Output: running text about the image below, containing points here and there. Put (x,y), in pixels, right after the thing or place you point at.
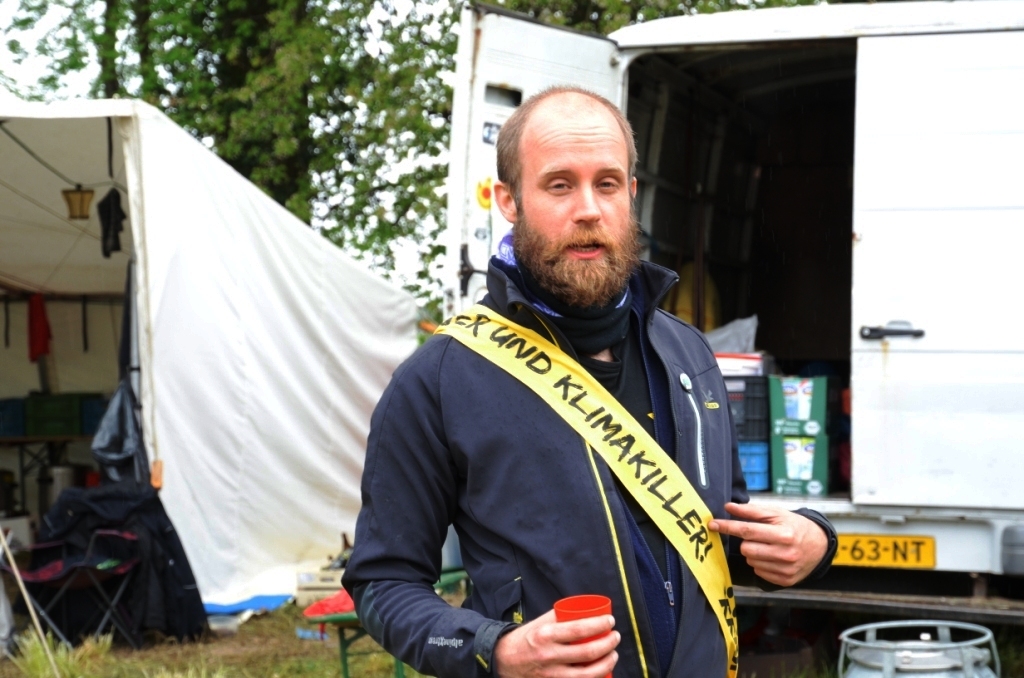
In this image, in the middle (506,429), we can see a man (703,618) wearing a blue color jacket (602,521) and holding a glass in his hand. On the right side (916,158), we can see a truck (939,274), in the truck (836,393), we can see some boxes (802,479). In the right corner (883,662), we can see a metal instrument (880,628). On the left side (265,348), we can see a tent (272,582), few bags (153,589), tables (30,440), chairs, clothes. In the background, we can see trees (433,83). At the top (131,90), we can see a sky (59,80), at the bottom (301,666), we can see a grass (162,642).
